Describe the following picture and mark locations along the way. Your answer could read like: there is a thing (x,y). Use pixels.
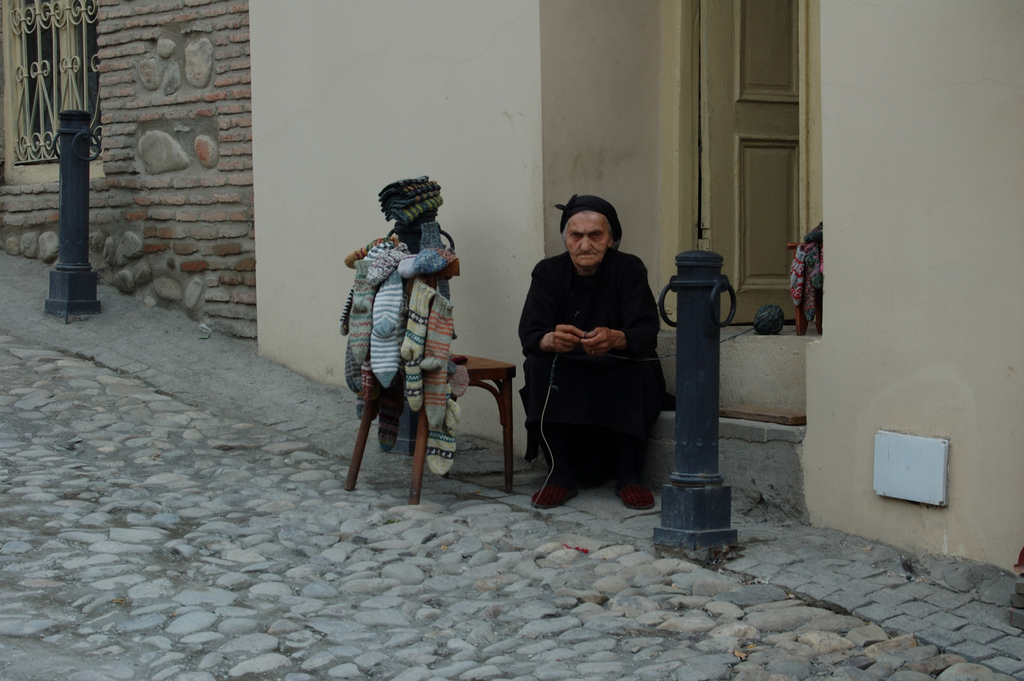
This picture is clicked outside the city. The woman (578,410) in the black dress (610,395) is sitting on the staircase (787,366) in front of the door (743,103). Beside her, we see a pillar (692,424) and we even see a chair (510,452) on which many socks (397,322) are hanged. Behind her, we see a wall (467,106) which is in white color and beside that, we see a wall (224,181) which is made up of red colored bricks (192,268) and we even see a window (19,170).
